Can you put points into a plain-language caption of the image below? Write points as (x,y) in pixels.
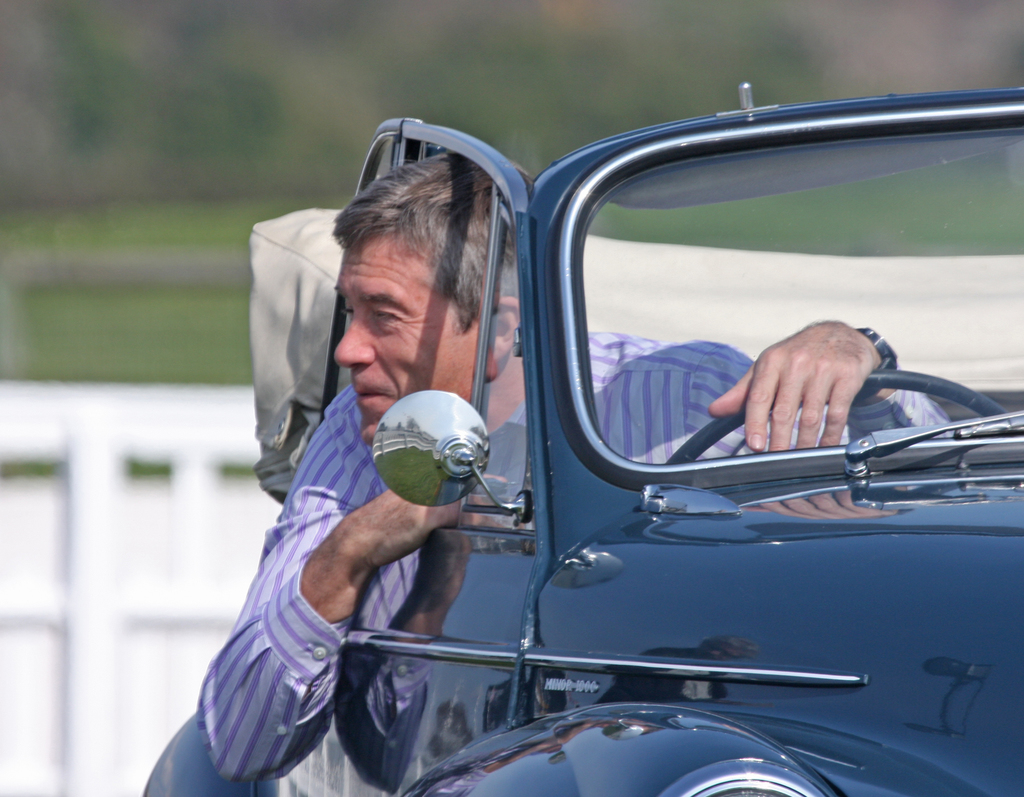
In this picture we can see a old man (430,336) wearing a purple strip shirt (314,645) and driving a vintage dark blue color car (586,591).
